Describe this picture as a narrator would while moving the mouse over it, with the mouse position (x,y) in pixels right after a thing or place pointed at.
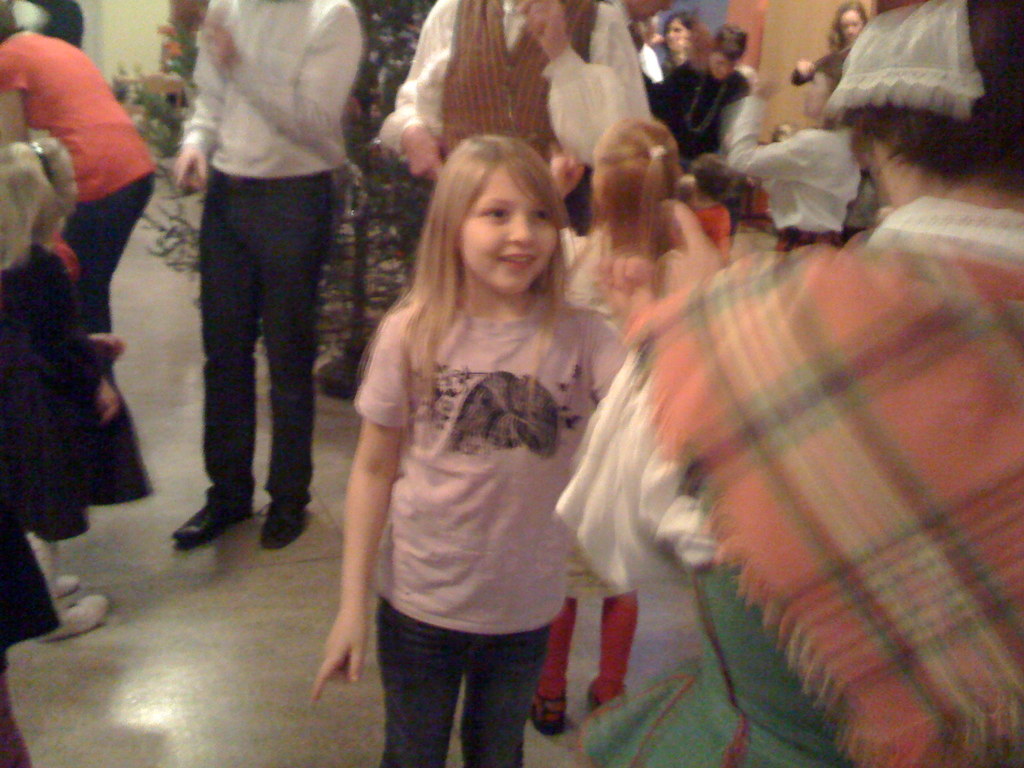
In this picture I can observe a girl (431,496) standing in the middle of the picture (537,406). On the right side (853,286) I can observe a person (925,451). In the background (404,123) there are some people (305,108). I can observe a plant (367,145) behind the people (337,115).
